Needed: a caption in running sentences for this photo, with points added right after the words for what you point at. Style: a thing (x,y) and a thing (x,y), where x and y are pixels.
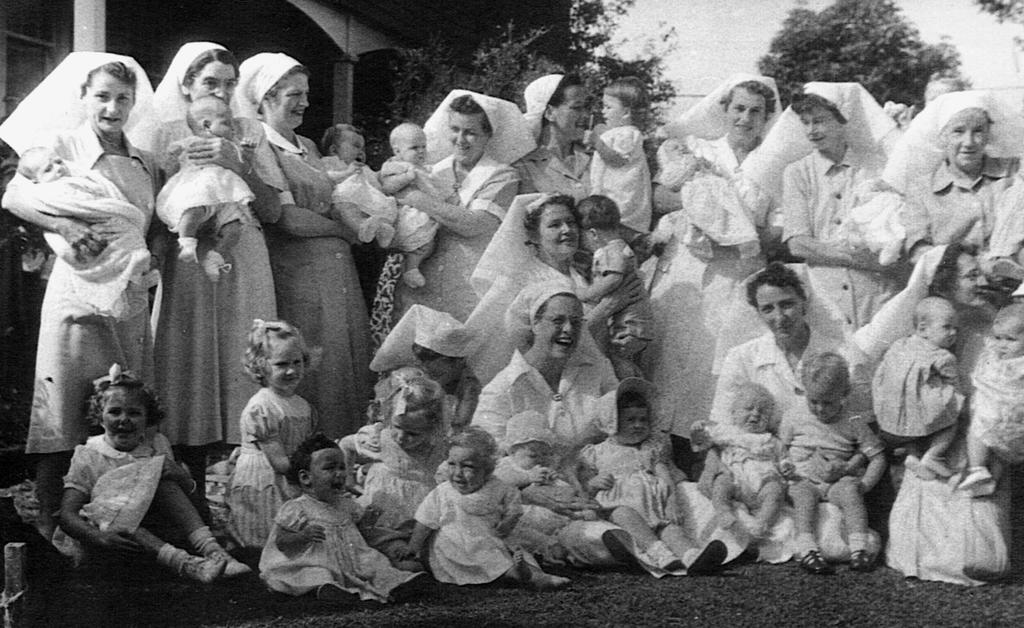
This picture is a black and white image. In this image we can see one house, some trees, some objects (17,587) are on the surface (27,565), some grass (21,611) on the ground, some people (487,176) are standing and holding babies (888,241). Some children (295,526) are sitting on the ground (983,610), two women (555,357) are sitting and holding babies (519,465). Three women (963,529) are in kneeling position and holding babies (1000,406). At the top (702,29) there is the sky (696,59).
